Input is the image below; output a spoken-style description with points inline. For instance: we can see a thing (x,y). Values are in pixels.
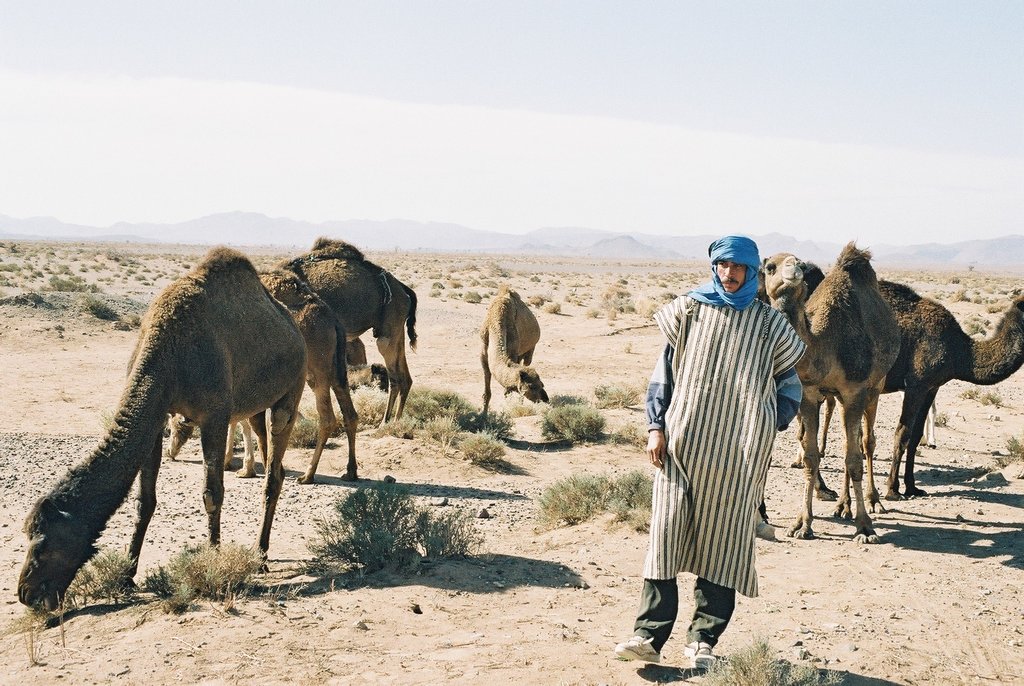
In this image there are few camels (220,497), small bushes (355,509), a person (720,402) visible in the foreground (335,382), in the middle (535,230) there are hills (144,230), at the top (577,152) there is the sky (483,152).
